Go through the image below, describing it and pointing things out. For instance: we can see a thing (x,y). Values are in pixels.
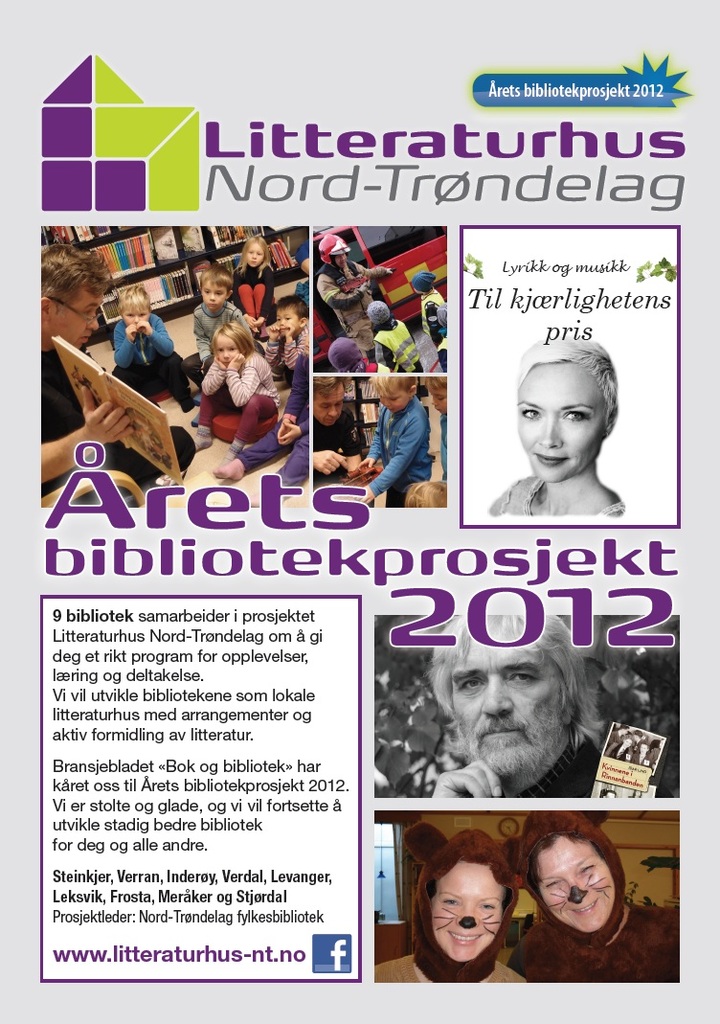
In this image we can see a poster (481,578). On poster (444,537) we can see few people (499,740) and some text (270,639).
